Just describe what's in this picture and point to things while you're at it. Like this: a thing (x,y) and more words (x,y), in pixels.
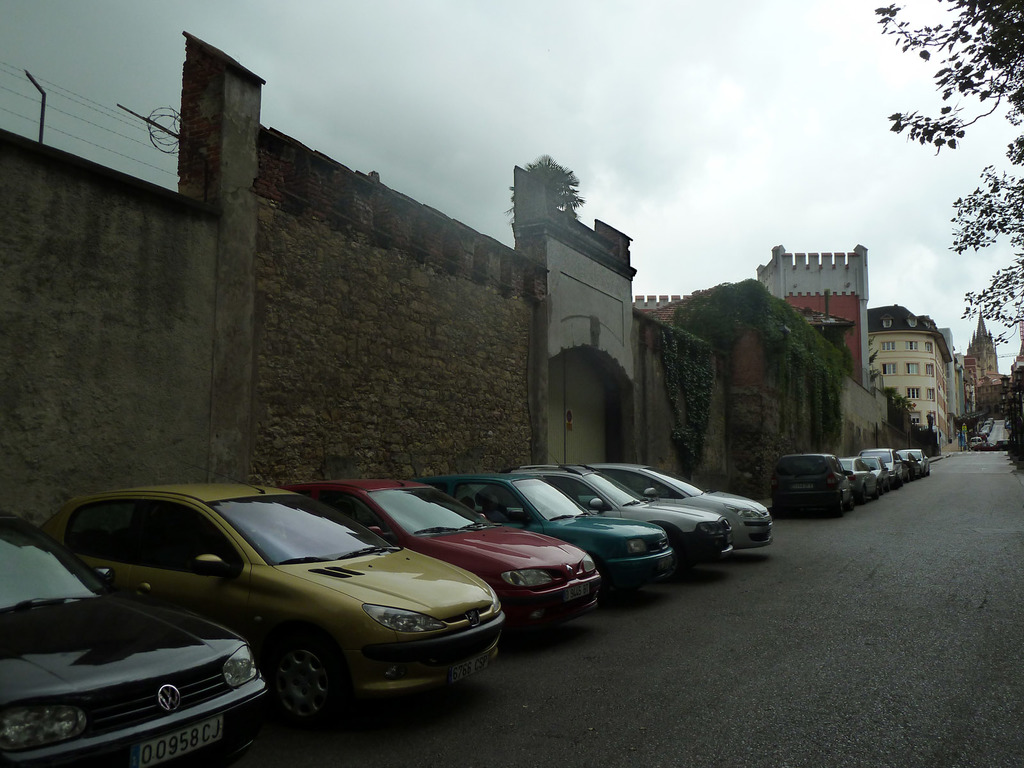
This picture shows few cars (668,533) parked and we see buildings (844,294) and trees (1013,56) and a wall (615,287) and we see a cloudy sky (664,138).
